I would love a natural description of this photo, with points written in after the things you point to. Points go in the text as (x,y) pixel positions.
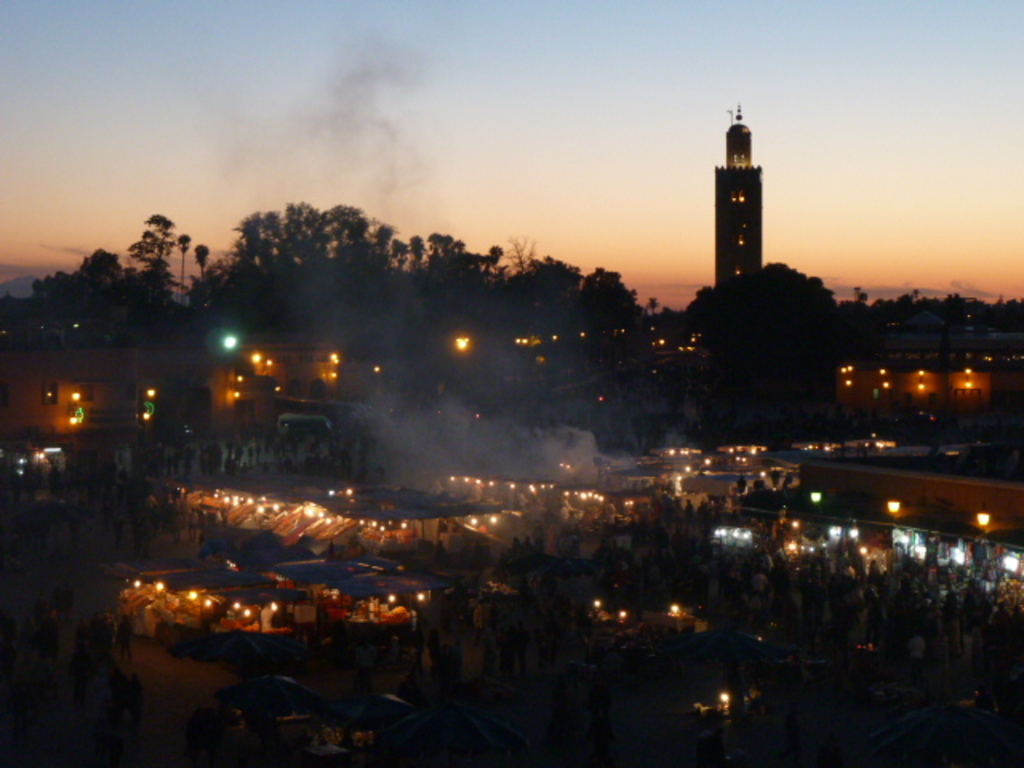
In the picture we can see some persons (930,640) standing near the tents (436,500), there are lights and in the background of the picture (450,127) there are some tents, tower (718,184) and clear sky (723,122).
